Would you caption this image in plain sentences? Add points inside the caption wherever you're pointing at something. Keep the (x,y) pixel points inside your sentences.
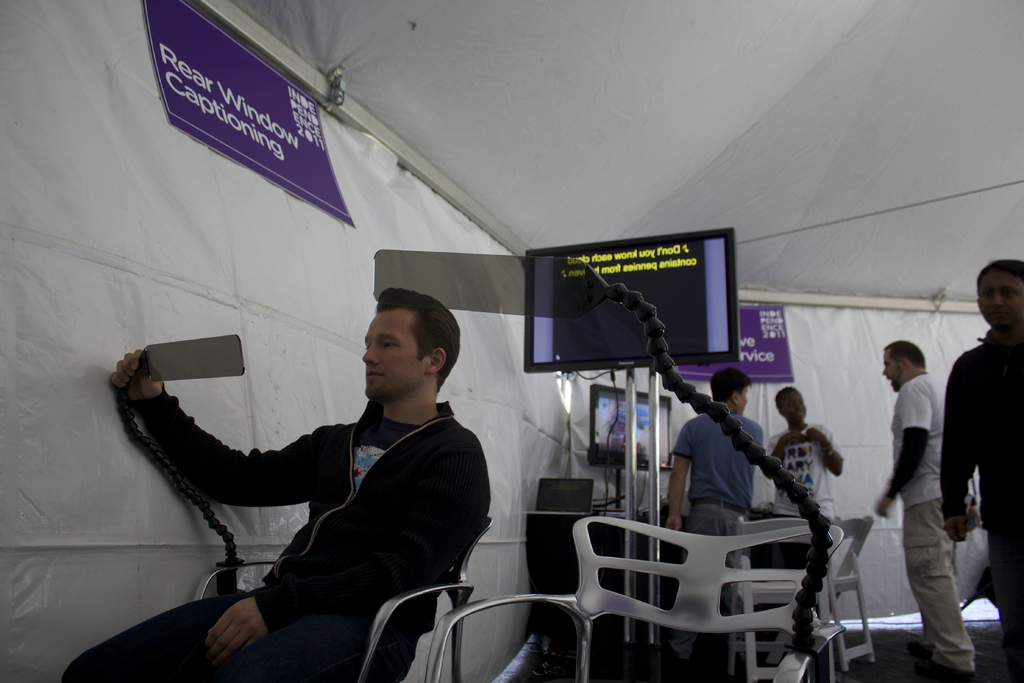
There is a group of people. On the right side of the persons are standing and on the left side of the person (327,481) is sitting on a chair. We can see in the background (650,48) banner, roof (585,196), monitor (675,315).
